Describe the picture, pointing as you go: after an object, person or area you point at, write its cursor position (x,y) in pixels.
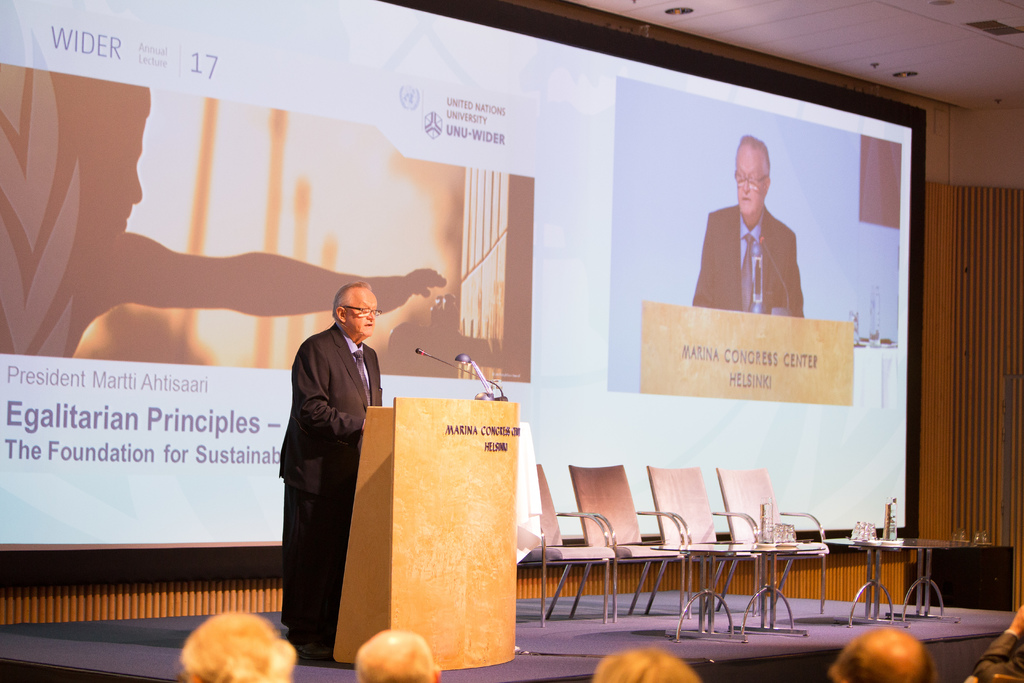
In this picture, we can see a few people (364,674) and a person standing on the stage (517,613), we can see the podium (413,460), and some objects (877,574) on the stage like chairs (823,574), table (874,597) and some objects (959,535) on the table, we can see the wall (908,572) with a screen (404,279), and we can see the roof (950,66) with lights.
